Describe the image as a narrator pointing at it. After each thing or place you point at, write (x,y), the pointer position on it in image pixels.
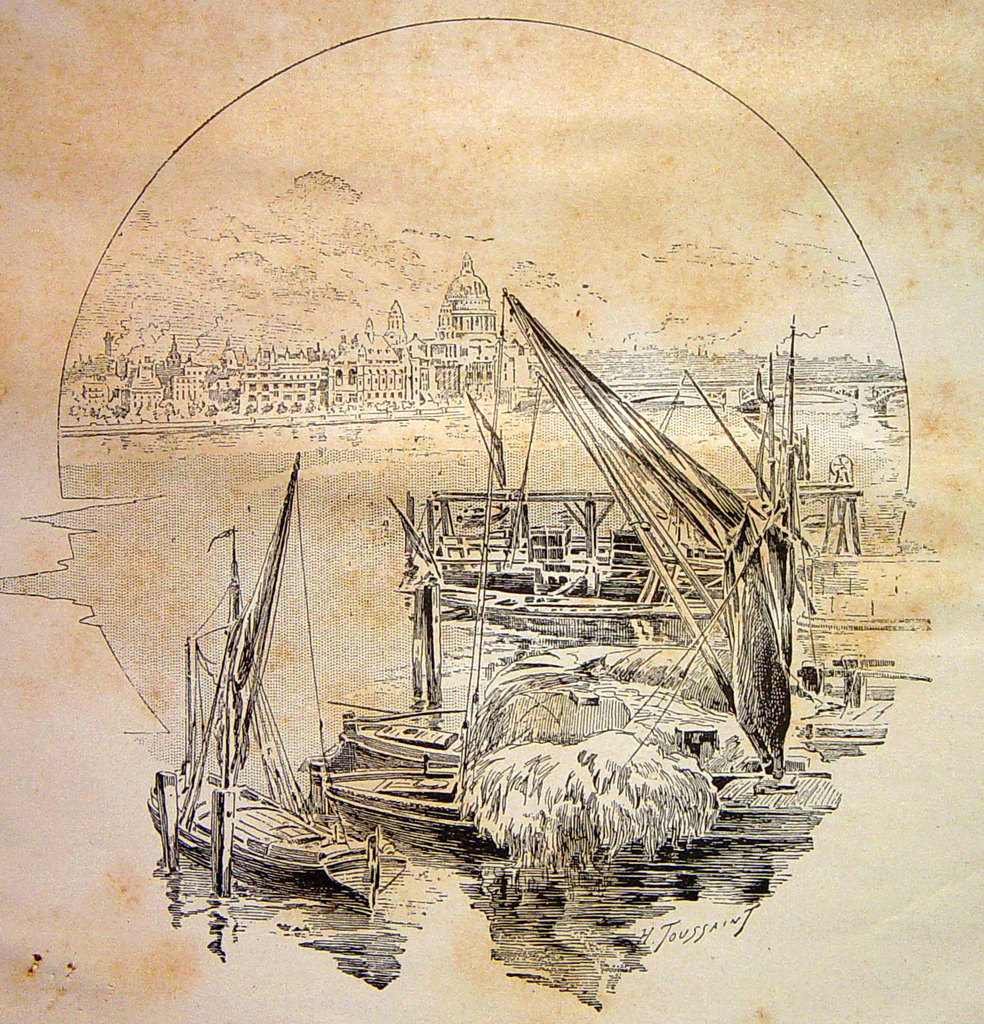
This picture is consists of a poster (402,383), which includes buildings (85,357) and boats (270,851) in the image.
